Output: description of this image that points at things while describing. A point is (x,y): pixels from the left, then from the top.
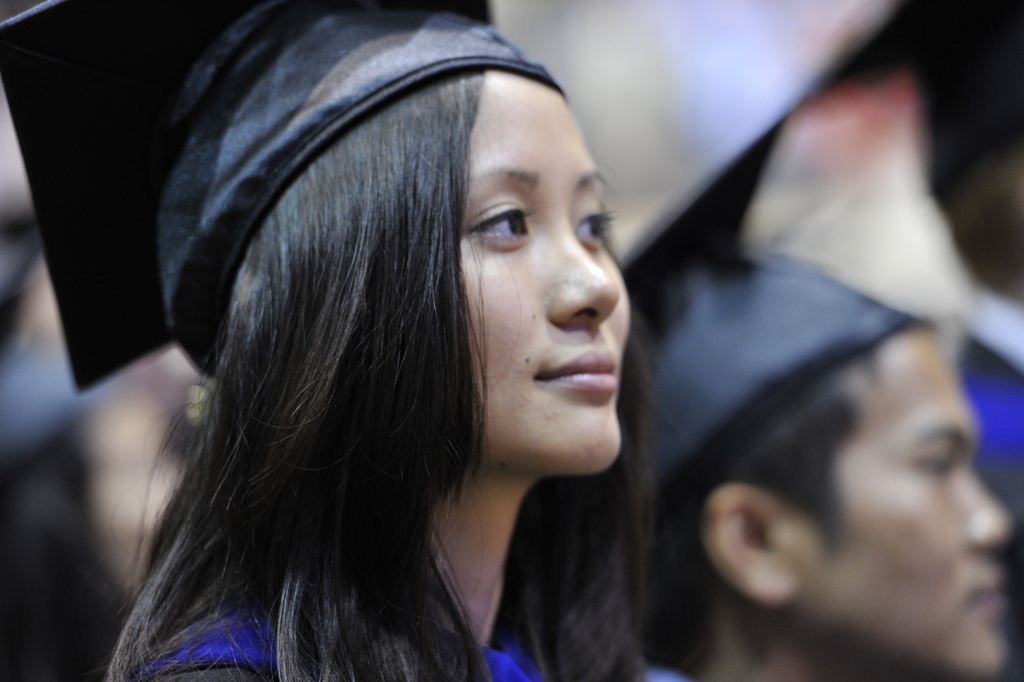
In this picture we can see a woman (309,100) wore a cap (309,100), smiling and in the background (903,342) we can see a person (842,339) and it is blurry.
